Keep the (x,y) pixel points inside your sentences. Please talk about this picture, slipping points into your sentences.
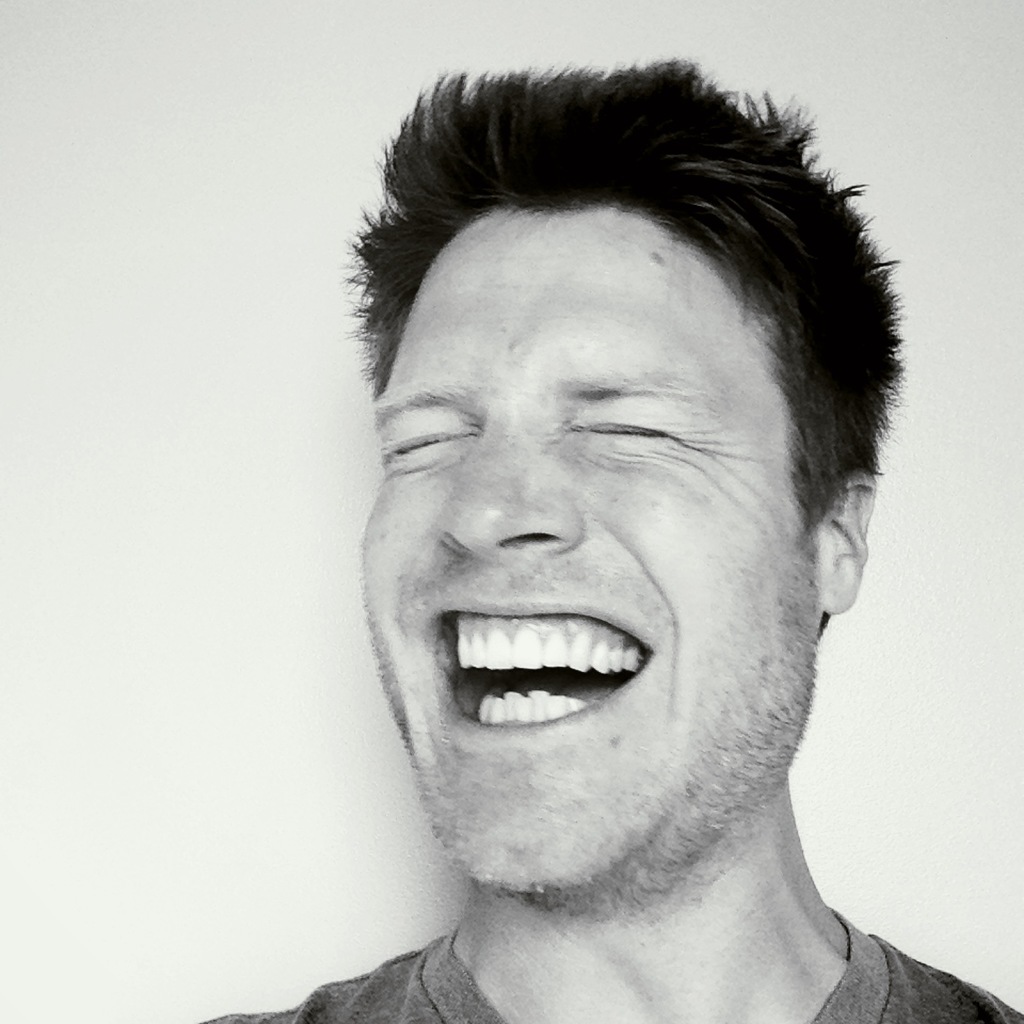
In this picture we can see a man (397,549) smiling and in the background (182,149) it is white color.
